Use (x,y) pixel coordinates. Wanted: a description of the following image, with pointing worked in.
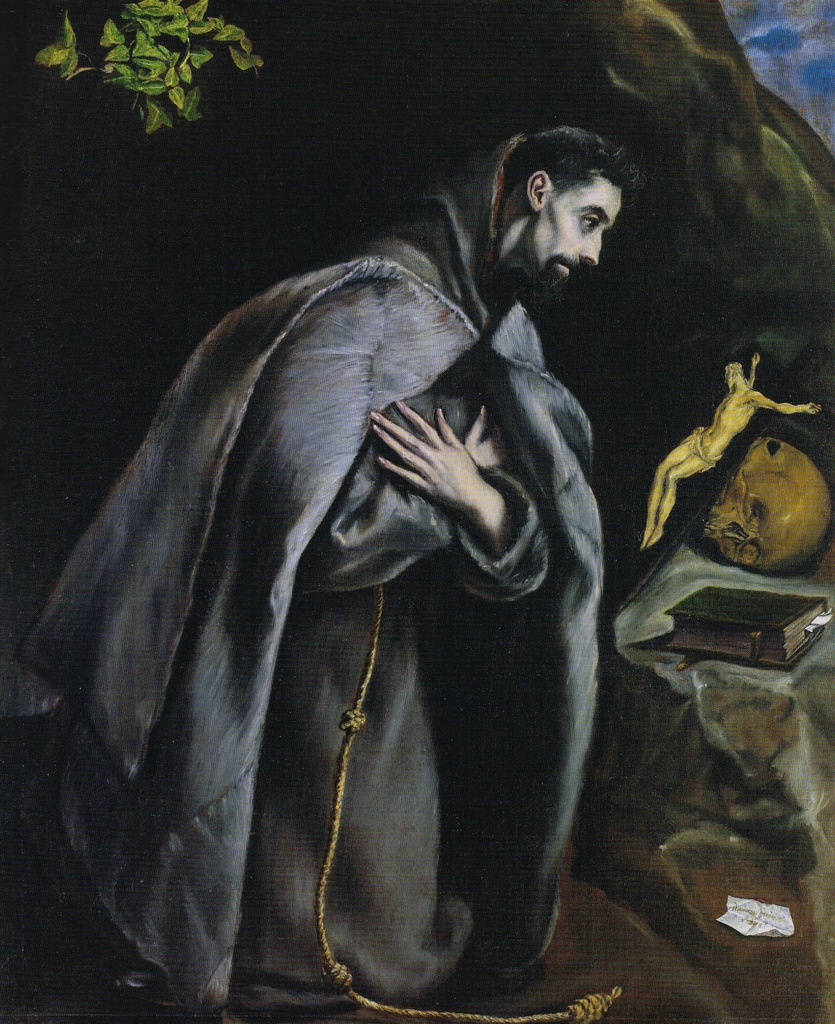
This picture seems to be a painting. In the foreground (327,838) we can see a person (326,517) kneeling. On the right (793,539) we can see the skull (766,543) and a book (765,630) is placed on an object (741,737) which seems to be the rock (727,678) and we can see the sculpture (738,412) of a person (735,425). In the background (641,70) there is an object (761,211) which seems to be rock (749,193) and we can see the green leaves (171,69).
